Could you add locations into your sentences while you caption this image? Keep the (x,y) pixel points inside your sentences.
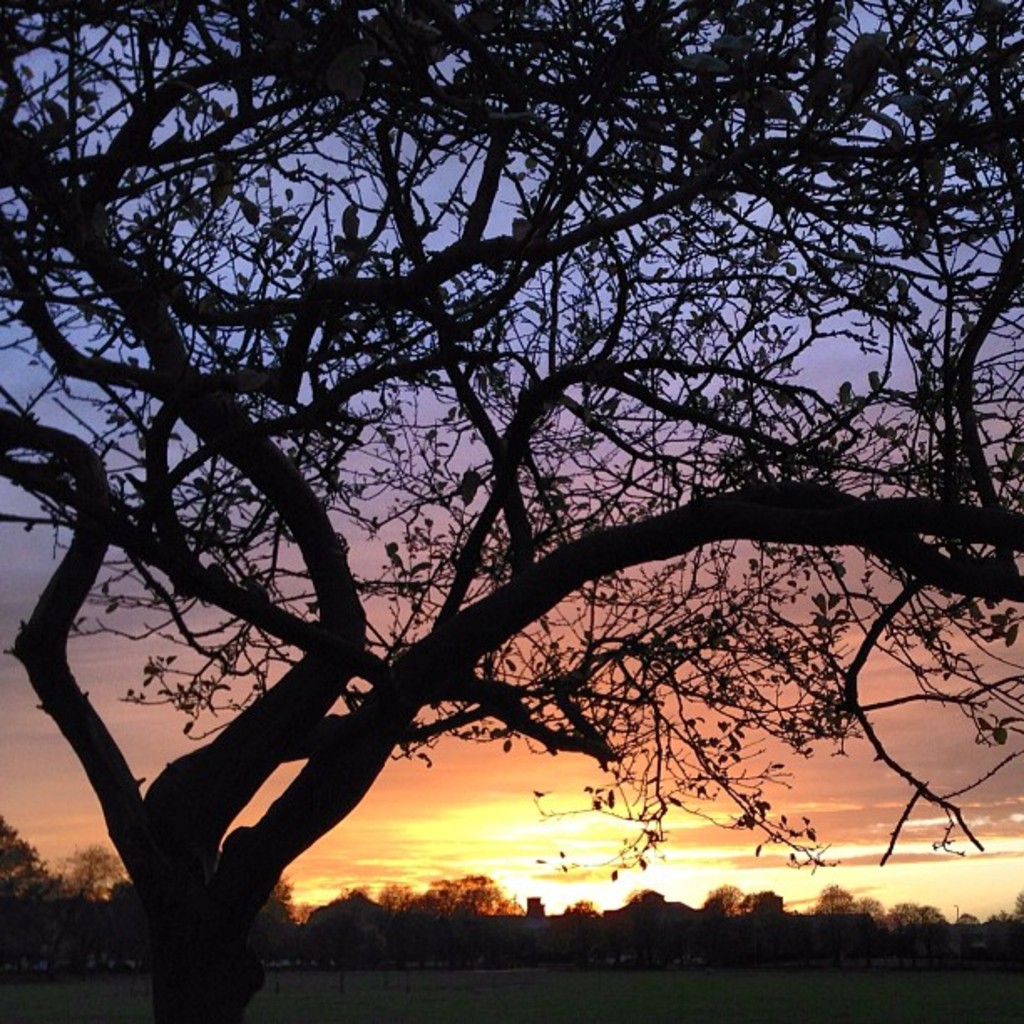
In this picture we can see trees (381,913), grass (931,1002) and in the background (761,209) we can see the sky (25,810).
